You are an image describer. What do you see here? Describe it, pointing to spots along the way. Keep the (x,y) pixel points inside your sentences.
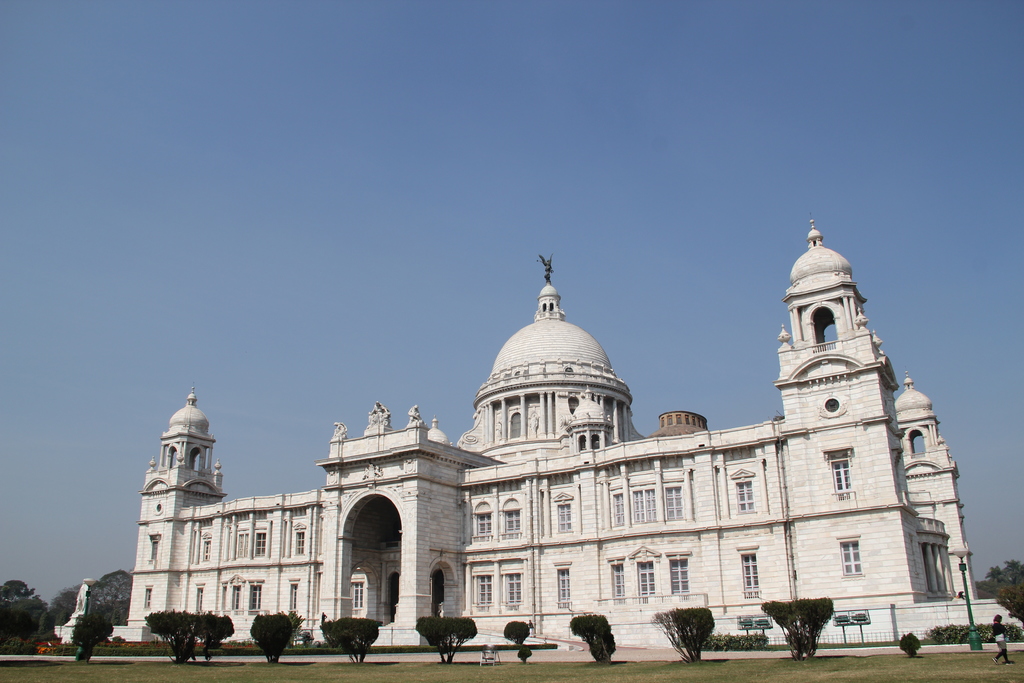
In this picture we can see a building (392,565), at the bottom (443,677) there is grass (689,673), we can see some trees (697,660) in the middle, on the right side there is a pole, we can also see some plants (740,647) in the middle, there is the sky (819,197) at the top of the picture (412,129).
